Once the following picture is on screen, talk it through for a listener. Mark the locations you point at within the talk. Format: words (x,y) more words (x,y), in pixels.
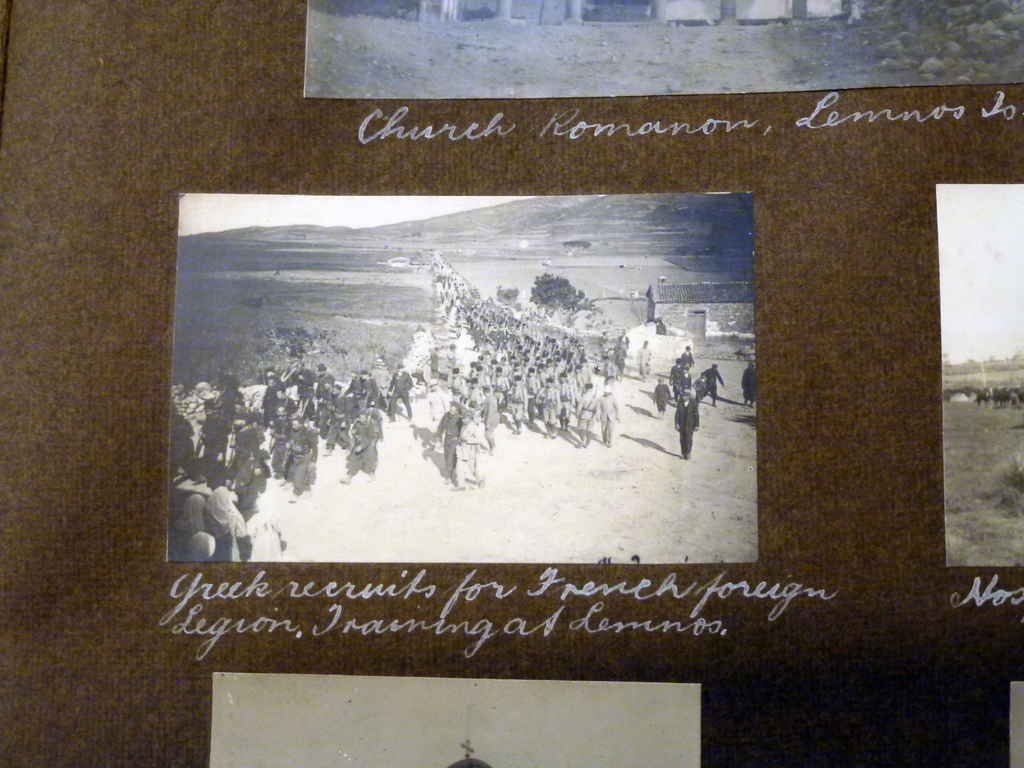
In this image I can see few papers (468,456) attached to some object (496,132) and the object (364,127) is in brown color. I can also see something written with white color.
